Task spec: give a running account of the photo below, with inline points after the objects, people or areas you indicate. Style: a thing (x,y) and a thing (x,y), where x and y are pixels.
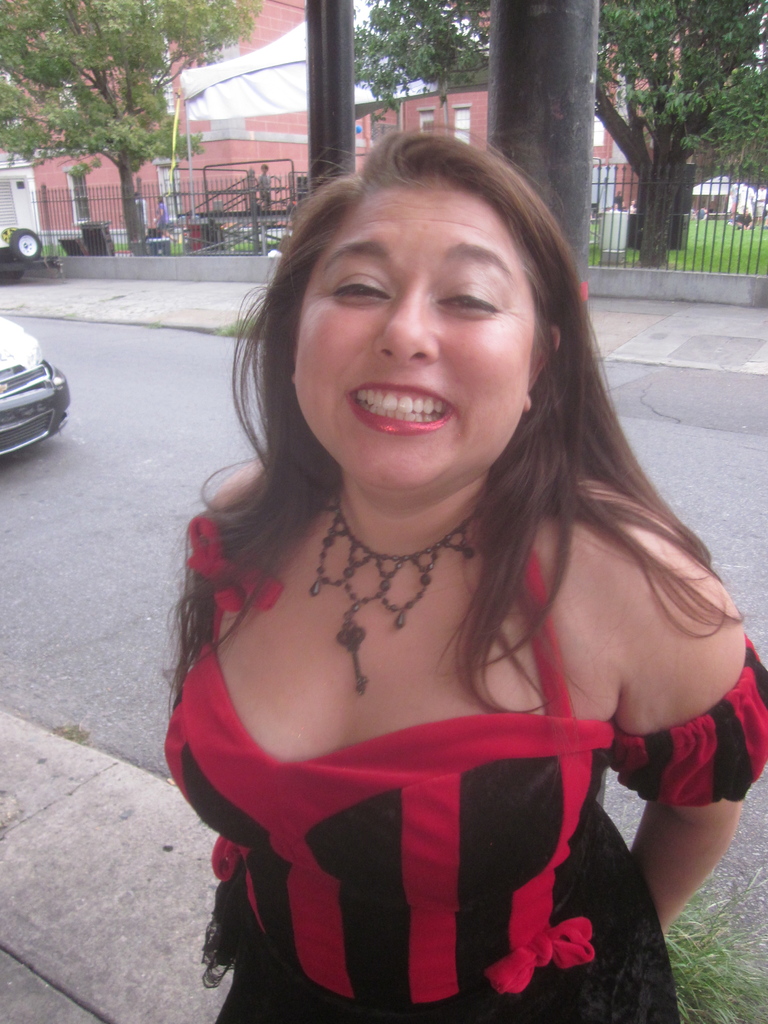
In this picture I can see a woman (527,214) standing and smiling, there is a vehicle (8,421) on the road (121,452), there are iron grilles (135,232), trees (654,247), there are group of people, there is a building (436,121) and a tent (222,90).
